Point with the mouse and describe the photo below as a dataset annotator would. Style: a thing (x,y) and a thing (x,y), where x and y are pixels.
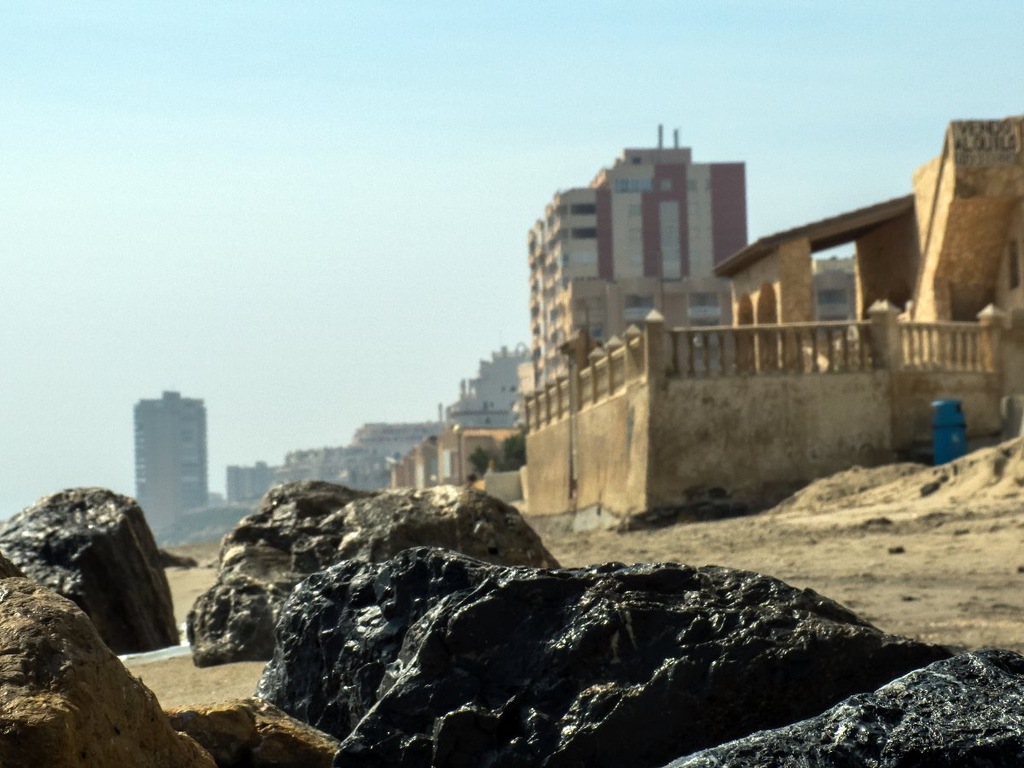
In the foreground (534,653) I can see rocks (596,616). In the background (780,552) I can see sand (811,534), buildings (635,427), fence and the sky (329,298). This image is taken during a day.
